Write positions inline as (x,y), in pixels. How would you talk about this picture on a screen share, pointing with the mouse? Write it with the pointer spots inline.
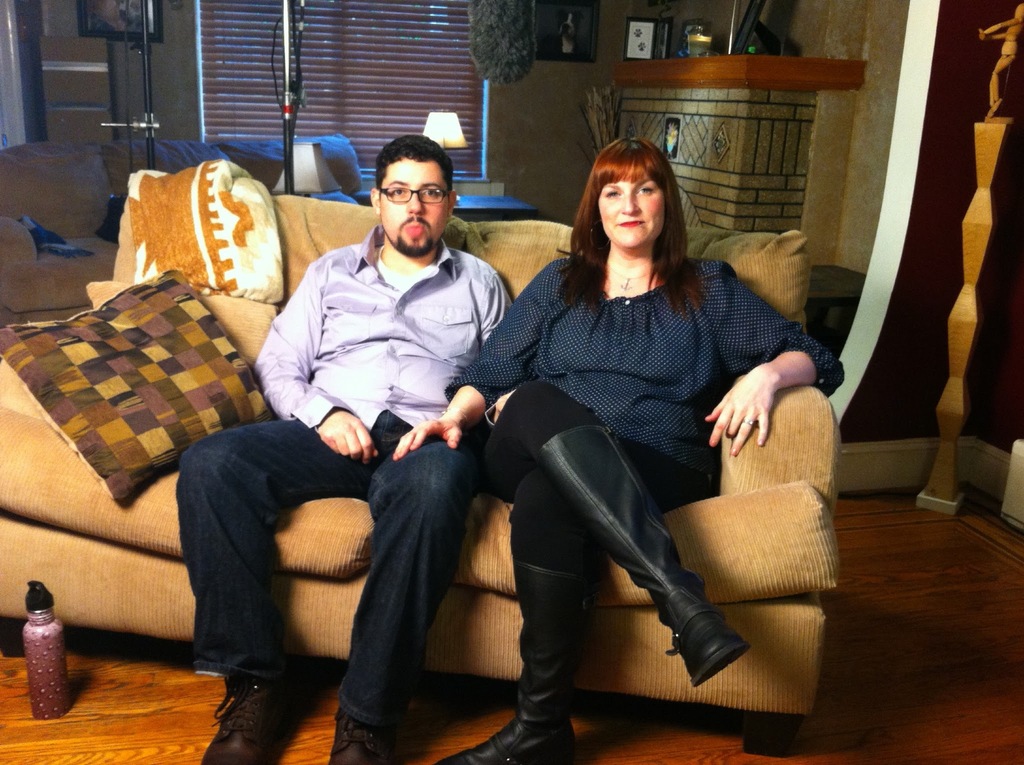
In this picture we can see people (485,292) are sitting in a couch (300,559), behind we can see window (363,134) to the wall (566,148), we can see one more couch (102,176) at back (19,214) side and there is a table (707,70) on which few objects (740,38) are placed.
